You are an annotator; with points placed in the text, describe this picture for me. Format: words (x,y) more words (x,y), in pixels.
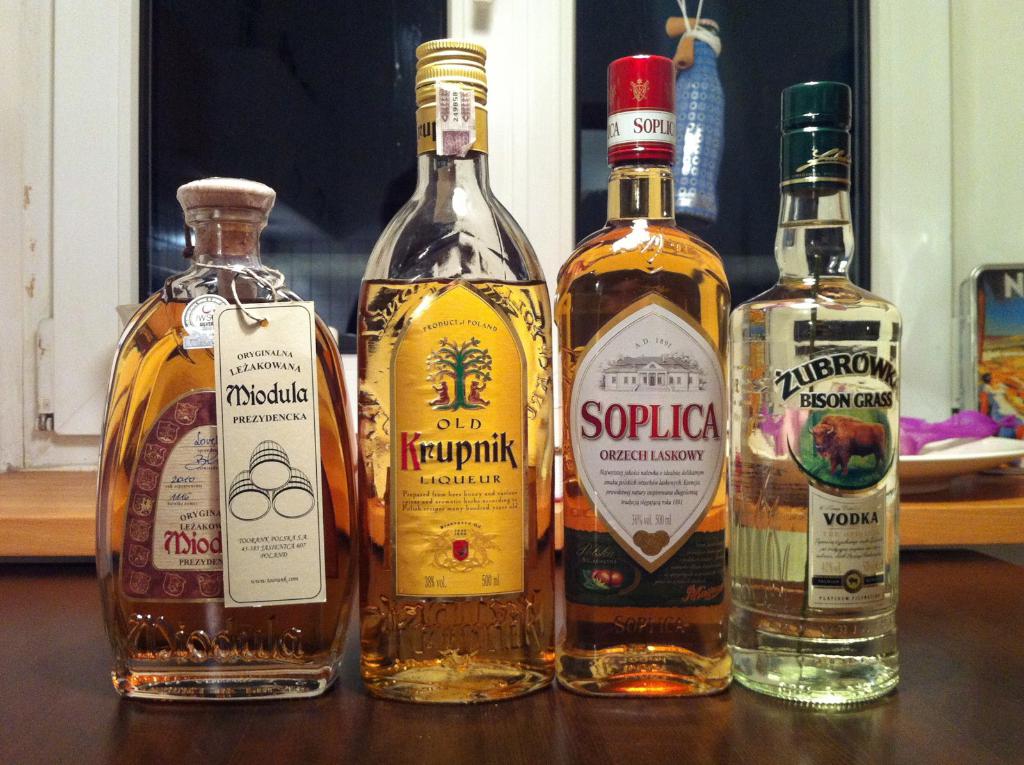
In this picture there are four alcohol bottles (592,633) on the table (569,695). There are labels (221,495) on the bottle (548,465) and text (663,434) on it. Behind the bottles (849,492) there is a plate (921,469) a spoon (914,444) and a bottle (716,93) hanging. In the background (875,132) is wall (965,160) and window (594,50).
